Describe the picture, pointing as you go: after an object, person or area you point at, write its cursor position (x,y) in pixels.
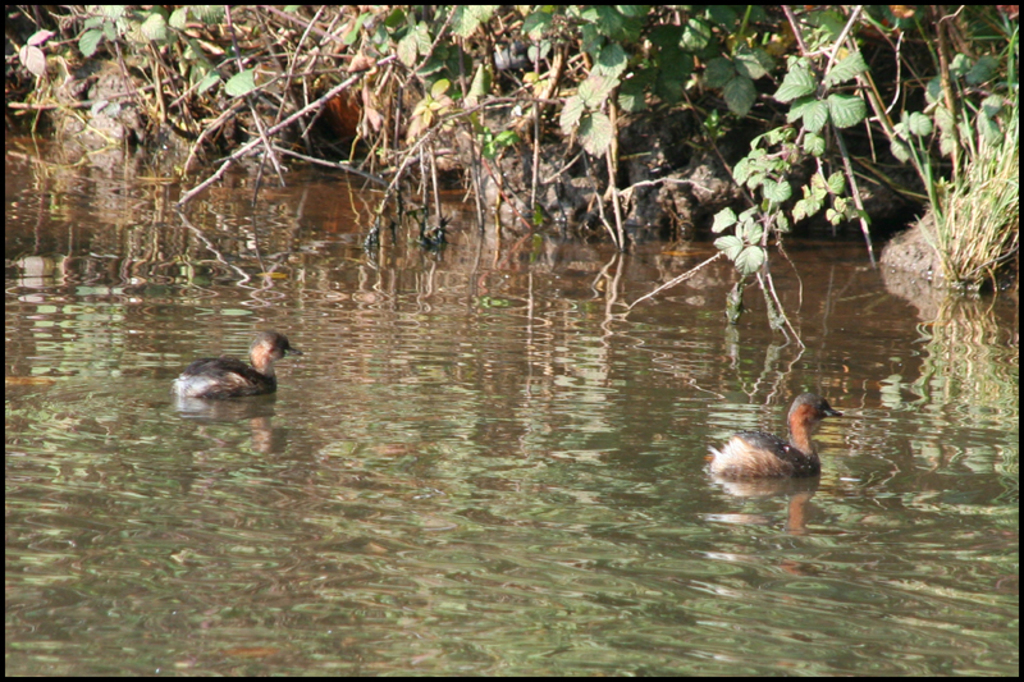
In this image, there are ducks (273,366) in the water (355,451). At the top of the image (235,156), I can see the trees (709,133).
